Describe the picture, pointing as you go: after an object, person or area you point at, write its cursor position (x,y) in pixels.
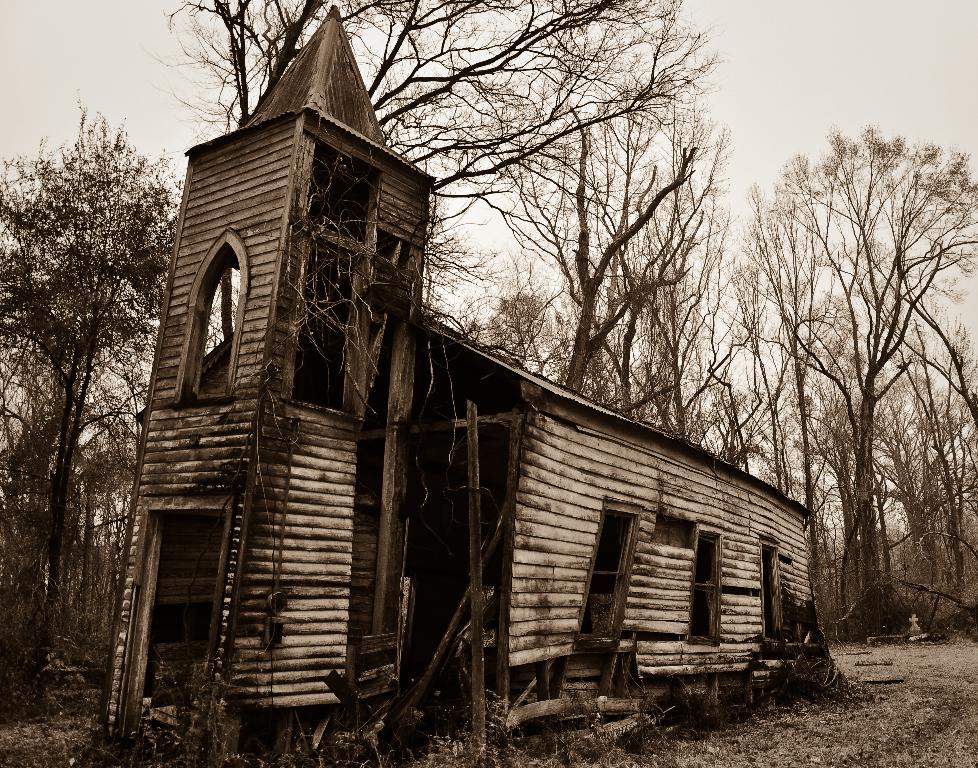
In this picture I can see the wooden building (467,625). In the background (973,425) I can see many trees (961,447), plants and grass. At the top (829,75) I can see the sky (773,72) and clouds (766,91).
